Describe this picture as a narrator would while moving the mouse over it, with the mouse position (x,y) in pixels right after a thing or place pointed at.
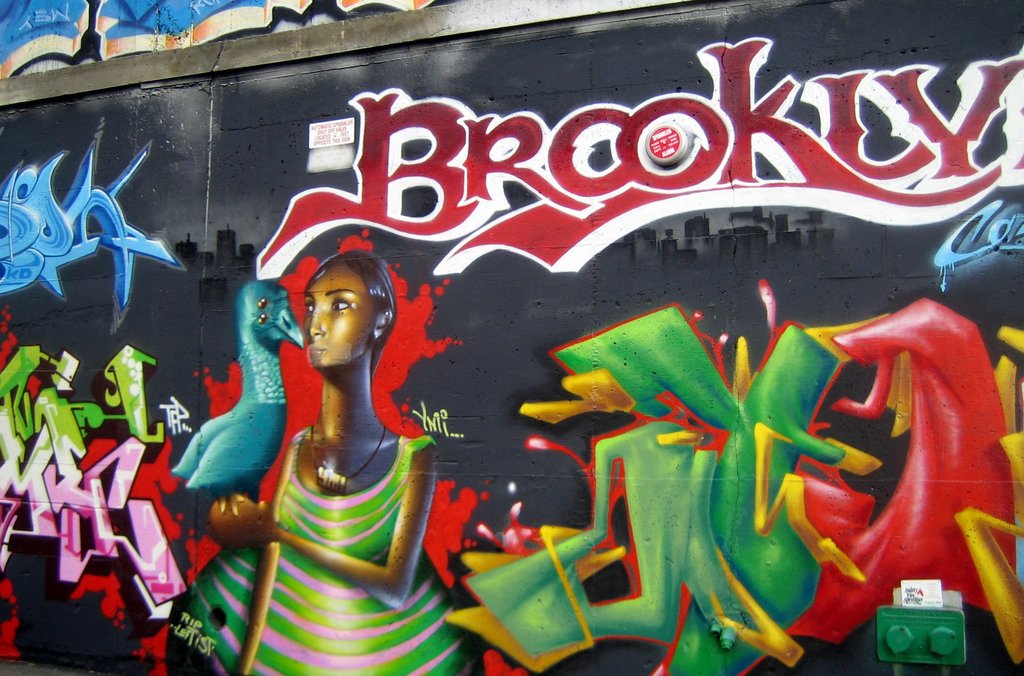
In this image we can see graffiti (465,234) on the wall (673,245), there are images (355,336), and text (402,226) on it, also we can see an object (942,621) on the wall (963,597).
